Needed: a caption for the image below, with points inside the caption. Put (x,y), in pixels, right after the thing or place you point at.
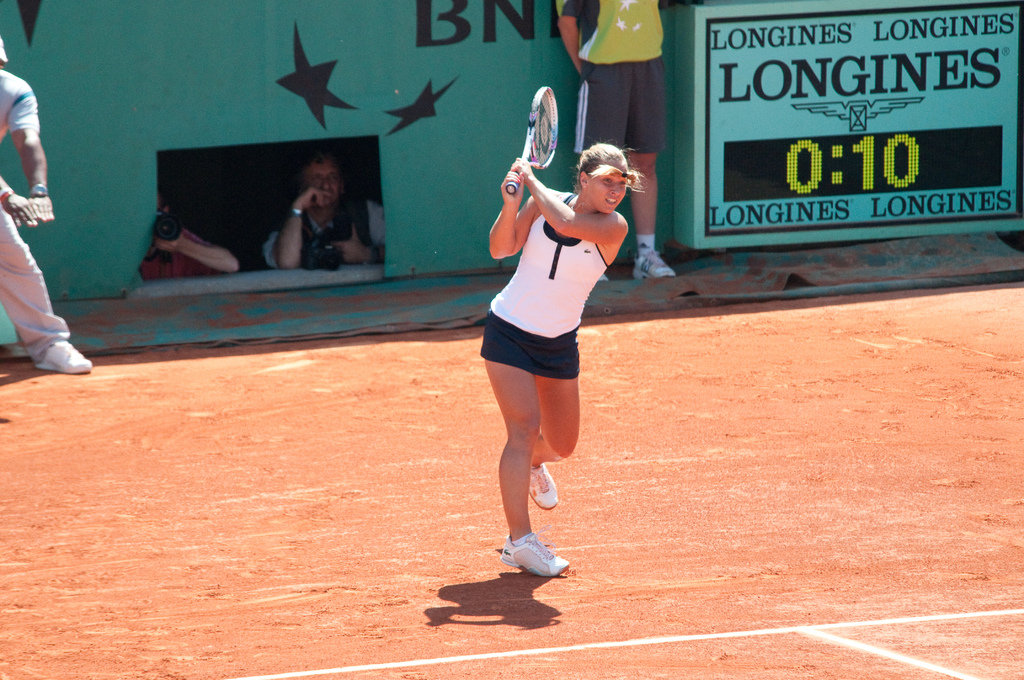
In this image i can see a woman (554,317) is holding a tennis bat (541,154) in her hand (519,171). I can also see there are few people (317,193) behind this woman (521,271).
